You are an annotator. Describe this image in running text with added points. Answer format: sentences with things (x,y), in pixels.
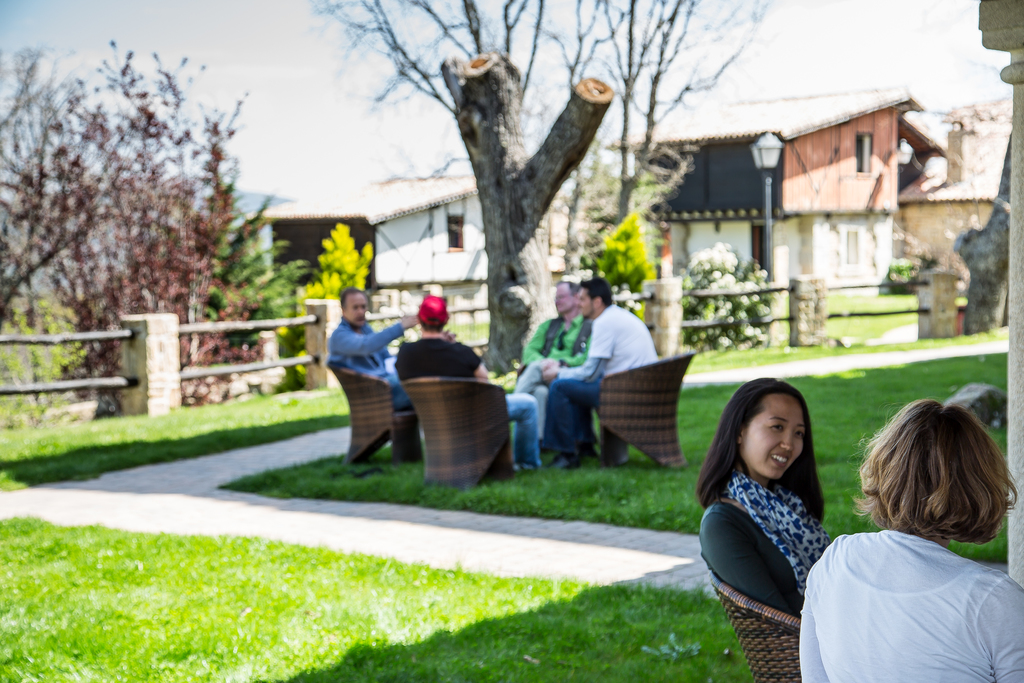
In this image there is a ground (552,508), on which there are few people (845,544) sitting on chairs (770,658), trunk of trees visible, fence (11,339), light poles (766,160), trees (32,170), plants (141,210), houses (701,215) visible, at the top (597,52) there is the sky (780,37).
